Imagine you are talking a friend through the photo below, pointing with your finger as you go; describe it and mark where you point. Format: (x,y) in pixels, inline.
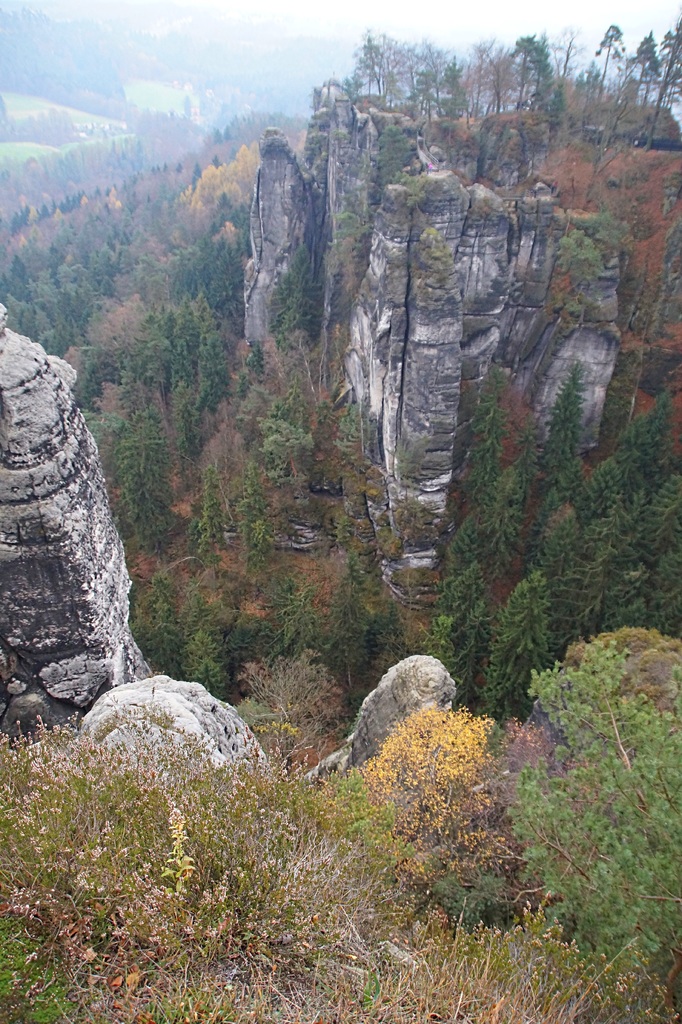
In this image I can see few mountains (186,714), few plants (439,728) which are green and yellow in color. In the background (358,688) I can see few mountains (366,316), few trees (422,83) and the sky (604,13).
